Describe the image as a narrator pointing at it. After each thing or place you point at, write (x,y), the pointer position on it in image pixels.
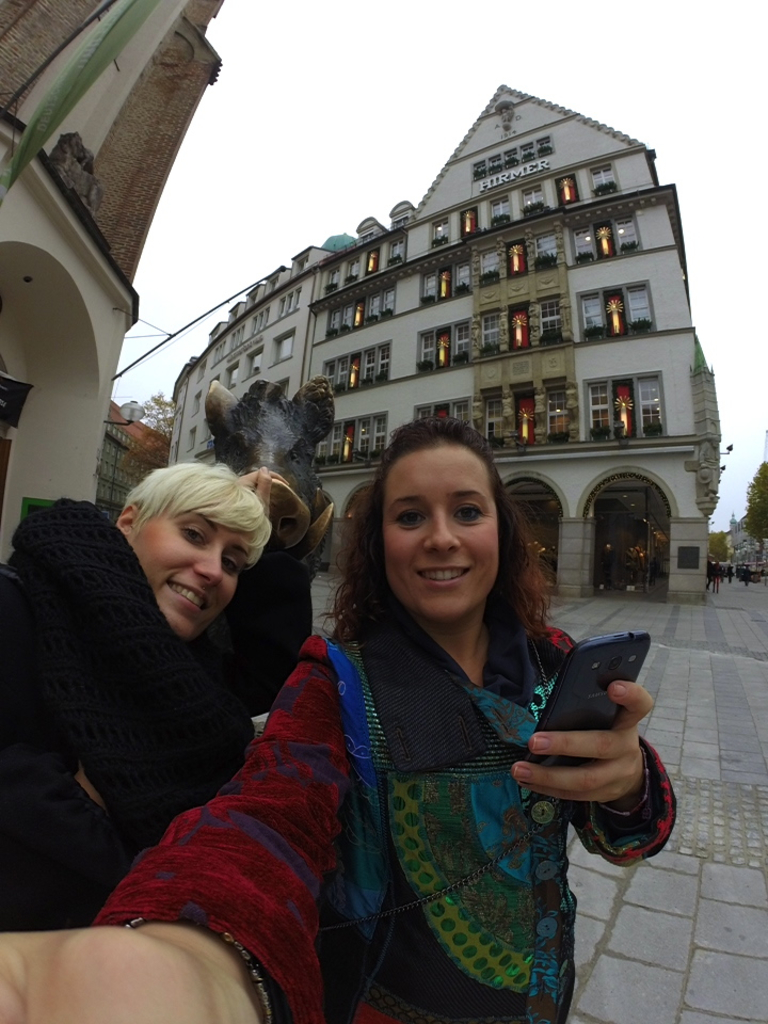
In this image we can see two ladies (294,718), one of them is holding a cell phone (534,760), behind them there is a sculpture (315,504), there are buildings (335,313), lights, windows (485,170), trees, also we can see the sky (682,184).
